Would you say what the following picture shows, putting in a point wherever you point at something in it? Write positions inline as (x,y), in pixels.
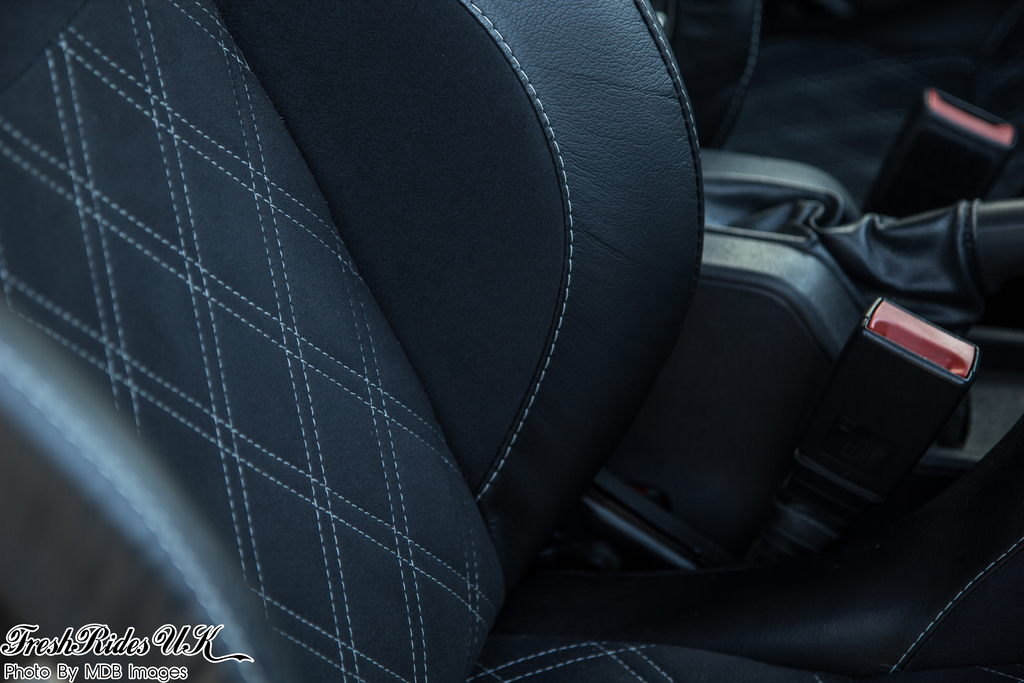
In the bottom left (82,626), there is a watermark (27,627). In the background (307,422), there is a seat (848,607). And the background (818,9) is blurred.
